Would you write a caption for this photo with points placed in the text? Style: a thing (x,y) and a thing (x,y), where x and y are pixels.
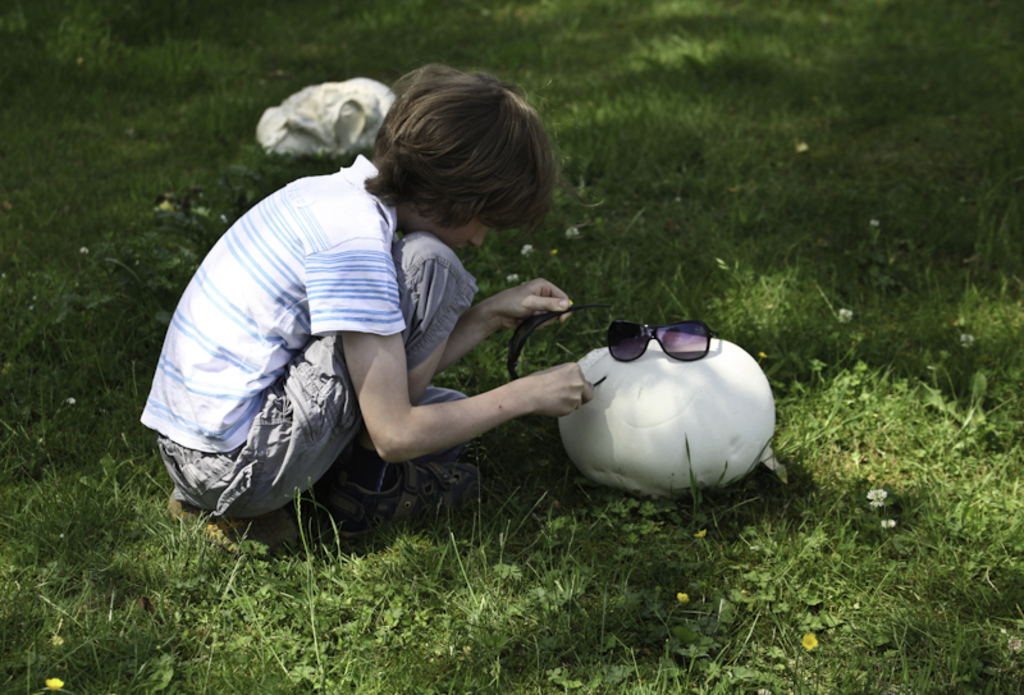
In this image we can see a child (327,246) holding goggles (516,359) and there are some objects (698,440) on the grass (182,597) and there are goggles (678,351) on an object (701,389).
